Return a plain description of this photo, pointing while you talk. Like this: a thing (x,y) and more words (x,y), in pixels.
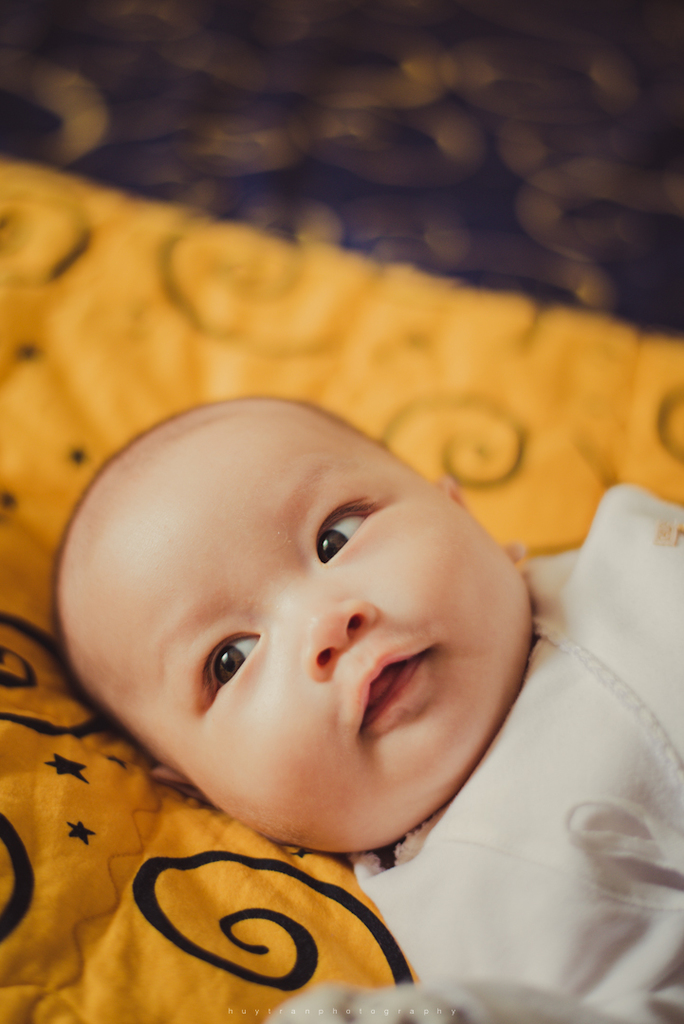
In this image I can see the baby (462,996) and the baby (531,966) is laying on the yellow color blanket (204,937). The baby (504,889) is wearing white color dress (500,799).
